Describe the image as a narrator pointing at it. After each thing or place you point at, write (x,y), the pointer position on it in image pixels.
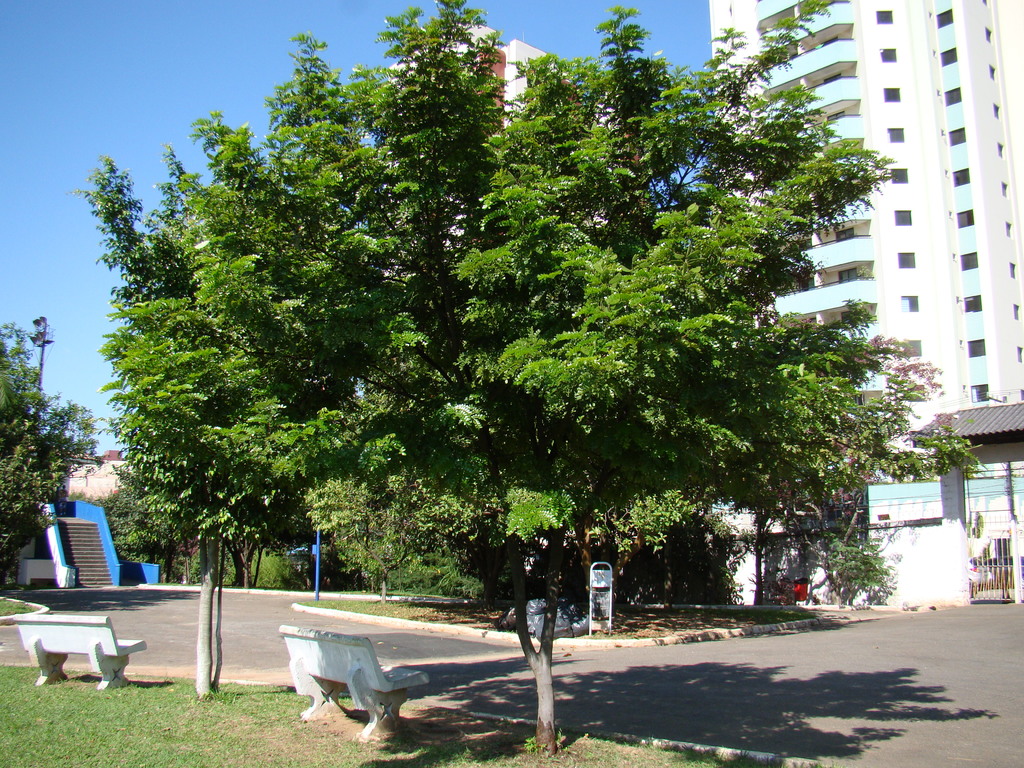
In this image, we can see trees (567,147), buildings (816,297), stairs (72,545), benches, poles (319,575) and we can see a gate (983,559). At the bottom (793,683), there is a road (833,679) and at the top (152,56), there is sky (146,40).
